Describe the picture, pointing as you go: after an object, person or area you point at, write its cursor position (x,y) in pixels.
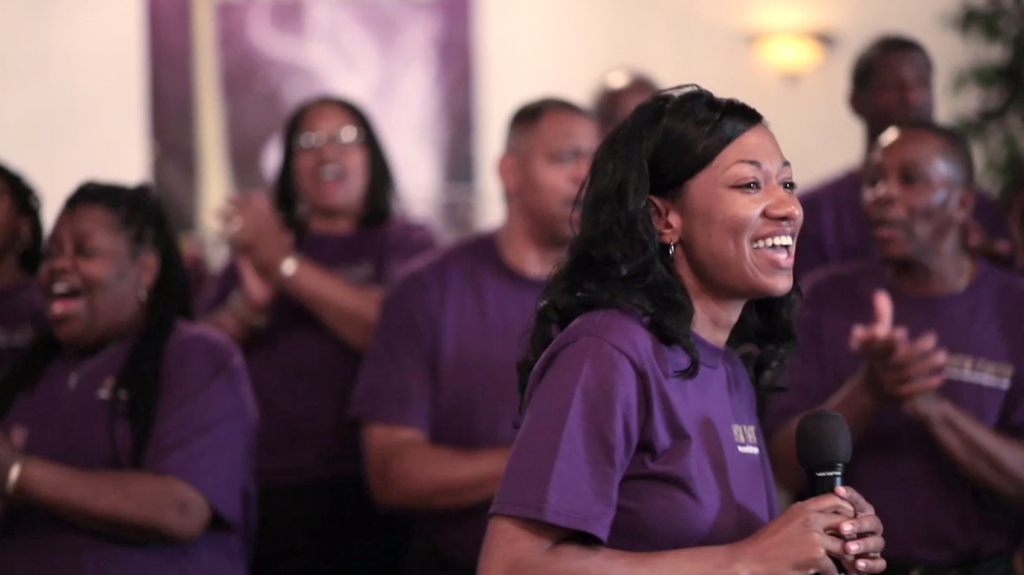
In this image there are groups of people (513,388). In front (677,440) there is a woman (722,320) smiling and holding a mic (814,476) at the background (586,64) there is wall (620,60) and a light (796,63).
